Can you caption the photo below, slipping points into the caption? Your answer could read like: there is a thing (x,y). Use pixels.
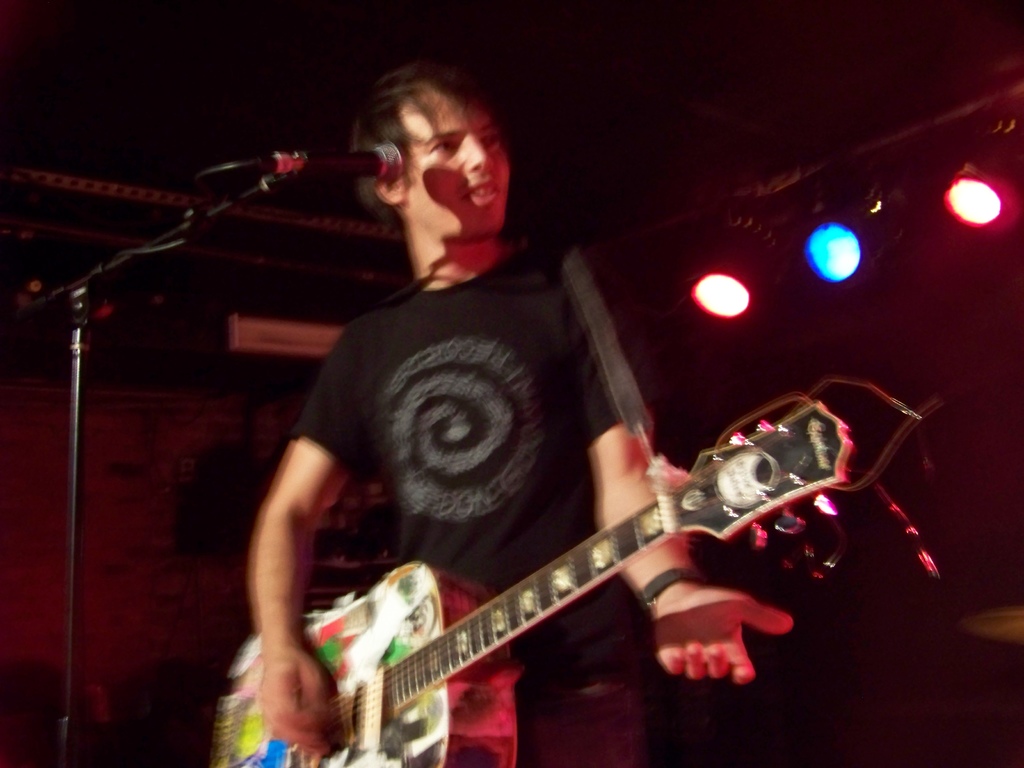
In this image I can see a person (418,314) in front of the mic (275,169) and holding guitar (565,588). In the back (809,239) there are lights (981,181).
